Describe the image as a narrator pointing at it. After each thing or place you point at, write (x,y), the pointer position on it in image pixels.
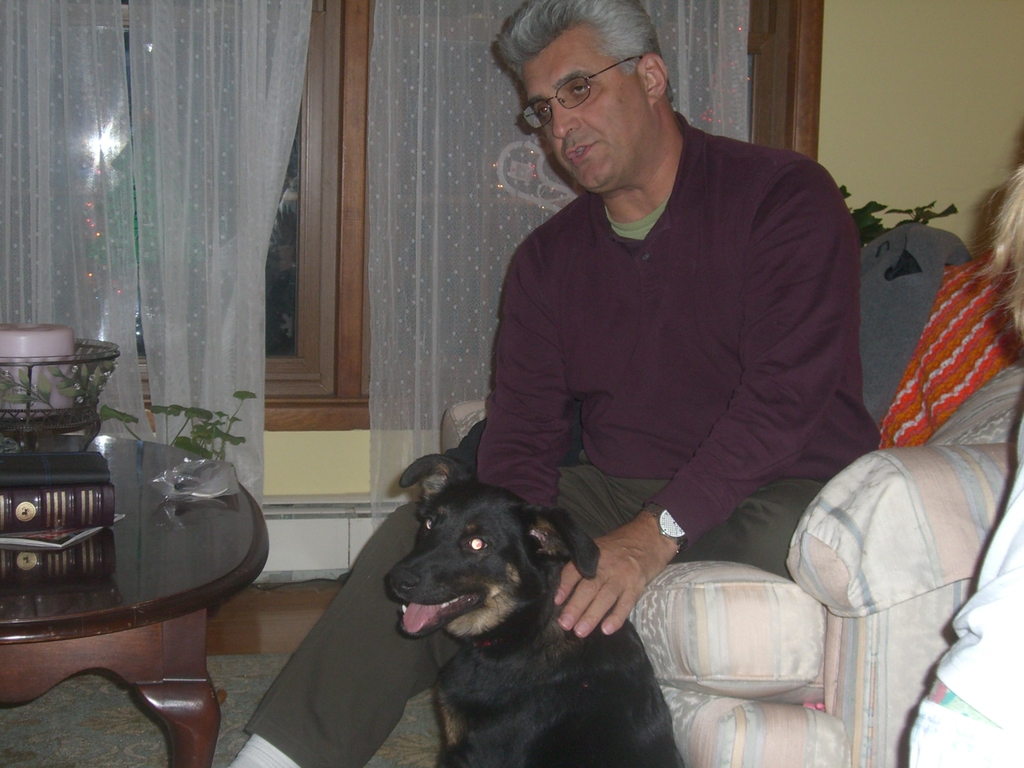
In the image we can see there is a man (666,411) who is sitting on the chair (708,565) and in front of him there is a dog (509,670) is sitting and in front of them there is a table (28,557) on which books (45,529) are kept and at the back (485,180) there are curtains (199,193) which are in white colour.
